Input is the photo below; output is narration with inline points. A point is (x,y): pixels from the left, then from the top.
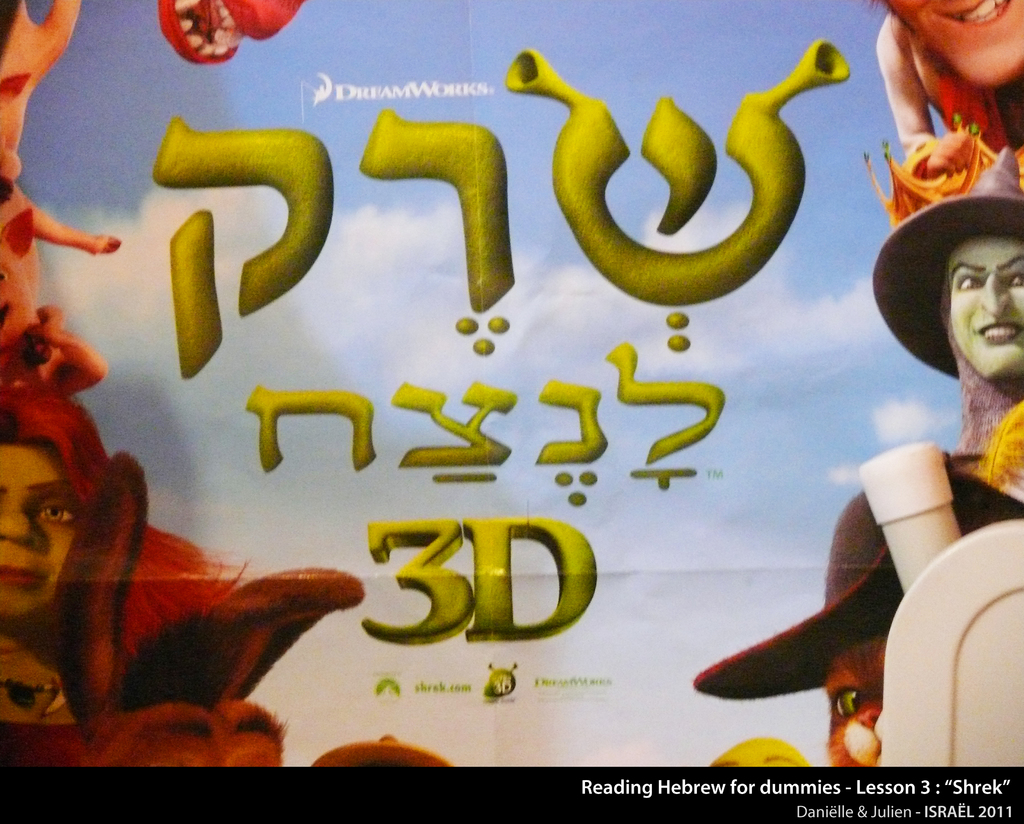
In this picture, it looks like a poster (196,425) of an animated movie and on the poster (339,292) it is written something.
